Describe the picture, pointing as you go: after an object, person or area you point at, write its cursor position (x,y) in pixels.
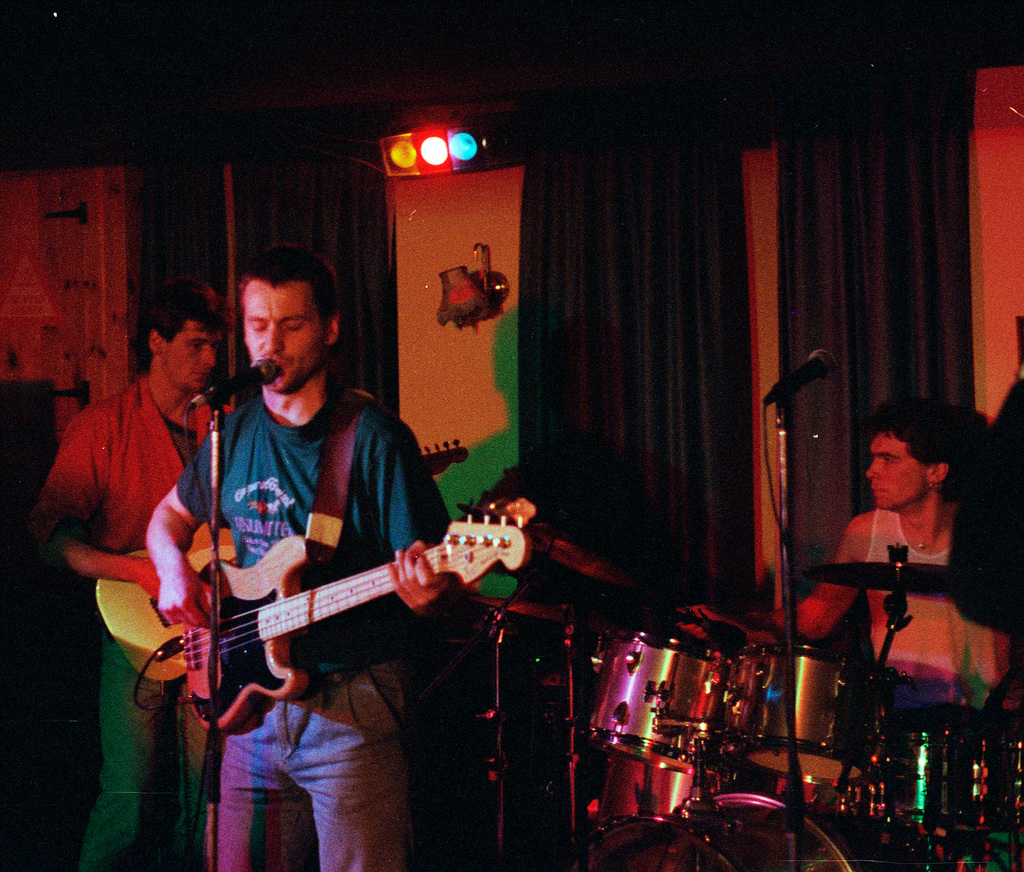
This image is clicked in a musical concert. There are three people (925,512) in this image, one is playing guitar (264,561) and singing something, other one is playing guitar (140,595). The one who is on the right side (929,644) is playing drums (743,703). There are lights (453,168) on the top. There is a curtain (609,378) behind them.
